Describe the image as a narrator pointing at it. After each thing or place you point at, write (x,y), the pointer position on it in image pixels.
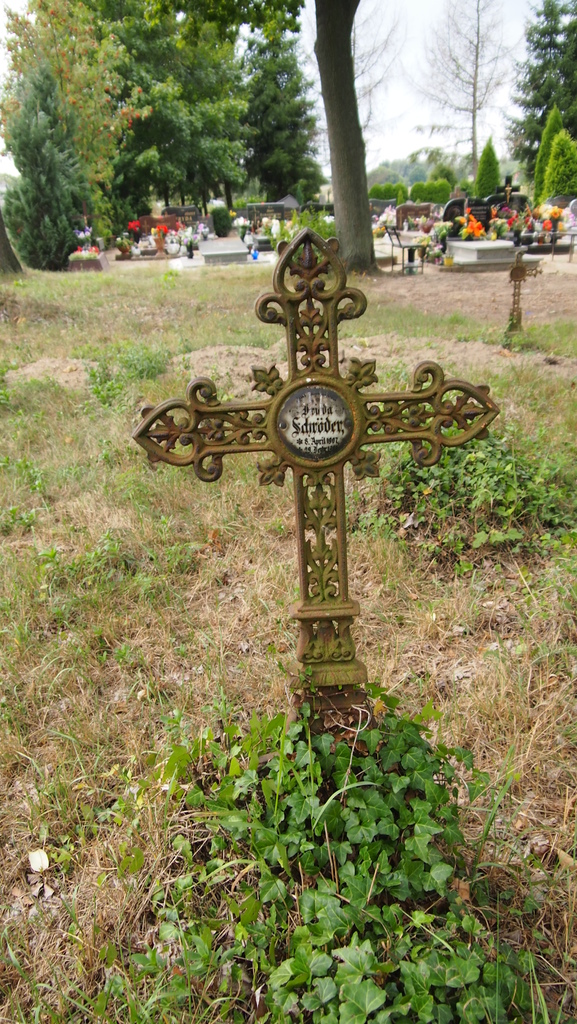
In this image I can see the grass (215,738). I can see the graveyard (358,365). In the background (315,183), I can see the trees (250,190) and the sky (407,24).
